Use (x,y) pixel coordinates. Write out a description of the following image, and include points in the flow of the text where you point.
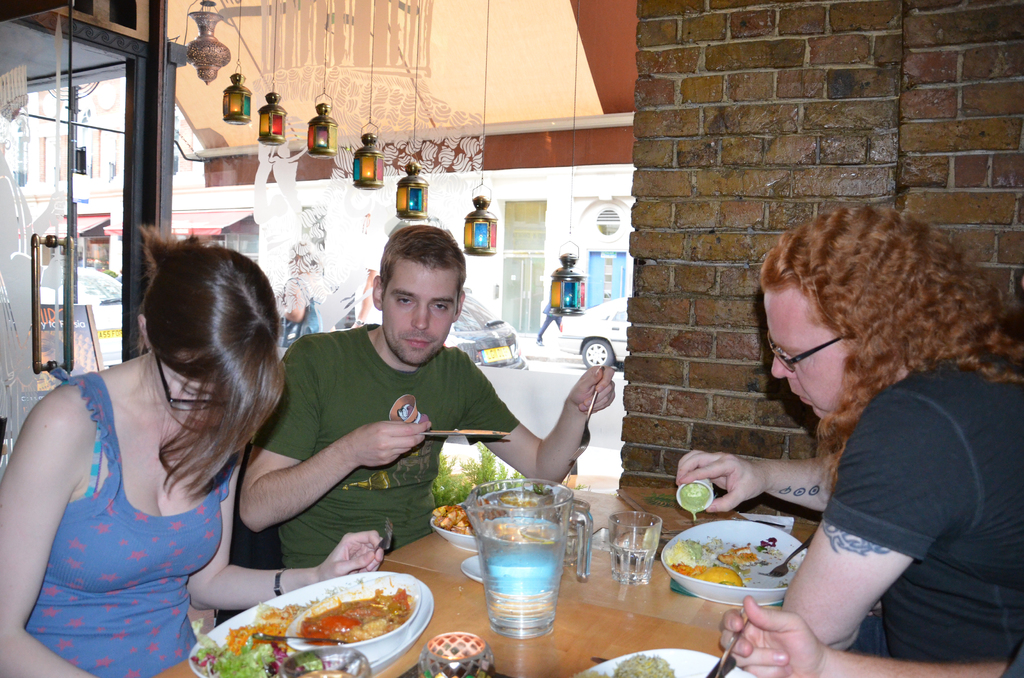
In the middle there is a table (648,597) on the table (661,576) there is a plate (721,589), glass (637,562), jug (530,545), bowl (411,618) and many food items (450,521) on that. In the right (804,480) there is a man (872,429) he wear a black t shirt (926,473), his hair (893,305) is curly. On the left (116,483) there is a woman (133,511) with blue dress (108,602). In the middle (385,387) there is a man (426,447) he wear green t shirt (363,424). In the background (624,146) there is a wall (706,186), car (614,314), door (521,281), glass (421,135), lamp (243,112).
